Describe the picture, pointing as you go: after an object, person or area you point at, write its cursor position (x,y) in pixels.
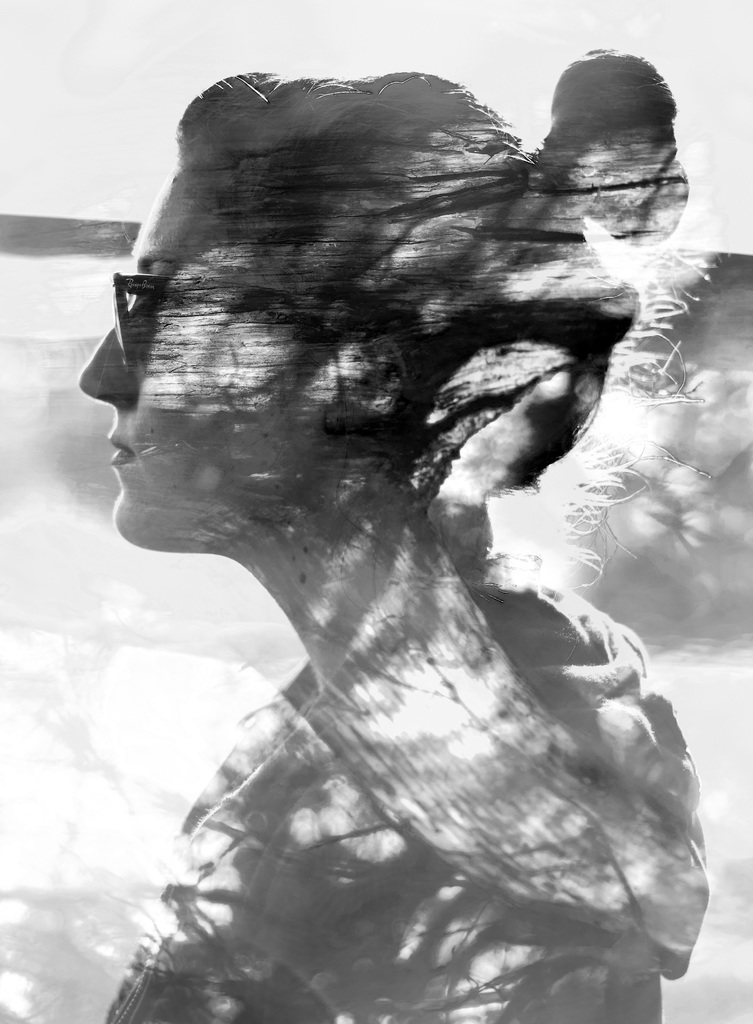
This is a black and white image and here we can see a lady (346,340) wearing glasses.
